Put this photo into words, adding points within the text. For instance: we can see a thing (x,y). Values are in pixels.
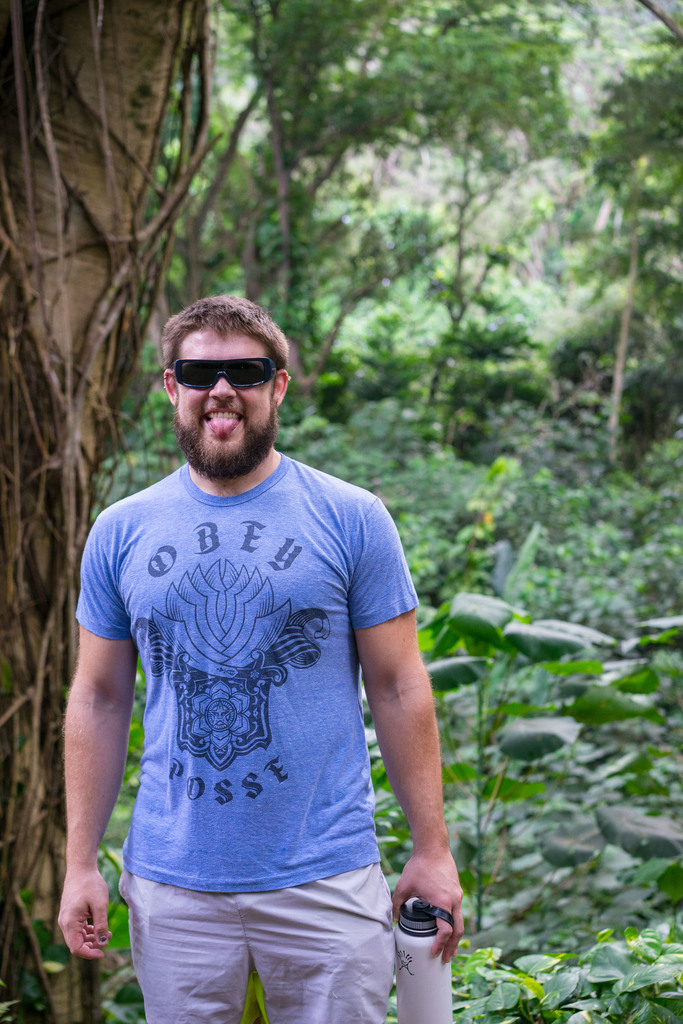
In this image we can see a person (277,676) standing and holding a bottle (413,941) and there are few trees (42,607) and plants (479,889) in the background (73,298).
